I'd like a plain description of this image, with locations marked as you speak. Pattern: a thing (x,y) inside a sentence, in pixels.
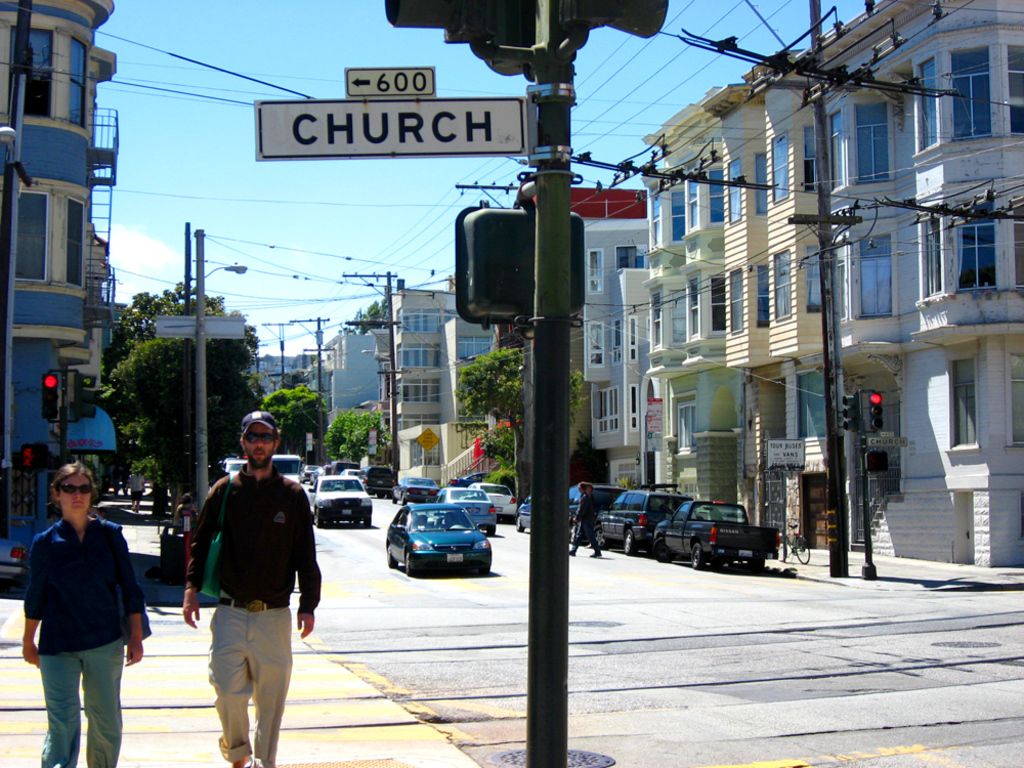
This picture is clicked outside and we can see the group of people (596,512). In the center (641,504) we can see the vehicles (399,537) and we can see the poles (558,46), cables (904,87) and the lamp posts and the traffic lights (92,406) and we can see the text (354,133) and numbers (401,90) on the boards (314,122). In the background (123,94) we can see the sky (194,143), buildings (85,85), trees (494,398) and many other objects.
